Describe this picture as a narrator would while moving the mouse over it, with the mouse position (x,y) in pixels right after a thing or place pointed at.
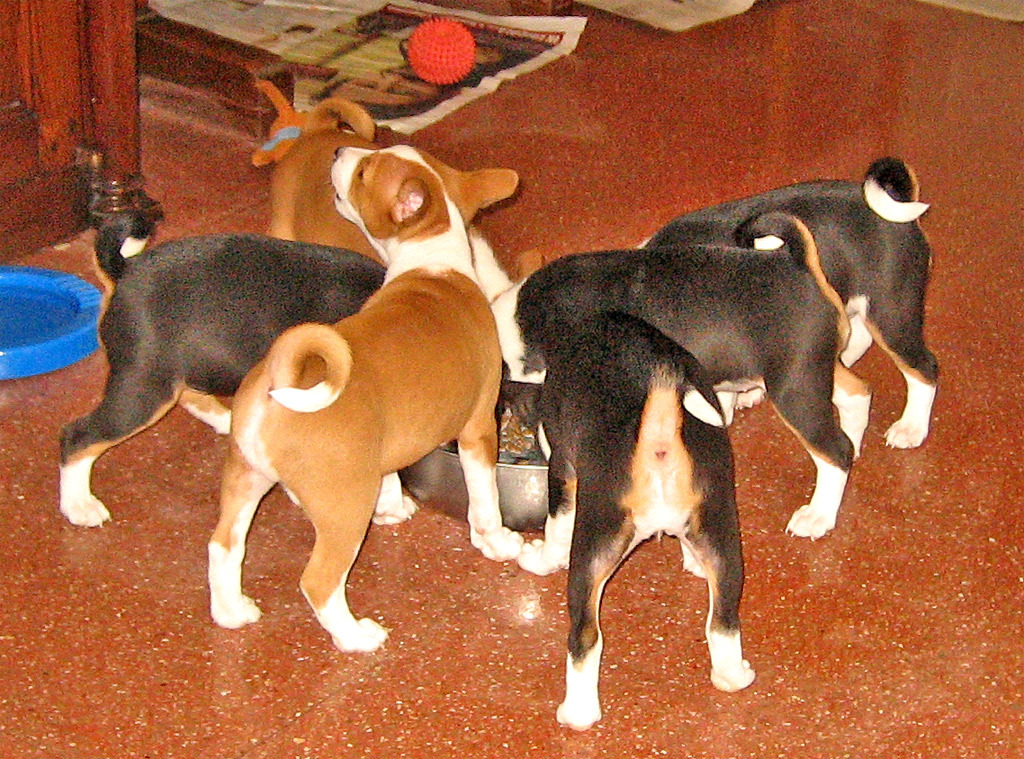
In this image we can see a few dogs (456,414) eating something in a bowl (438,488), there we can see few objects (52,316) and a paper (453,94).
